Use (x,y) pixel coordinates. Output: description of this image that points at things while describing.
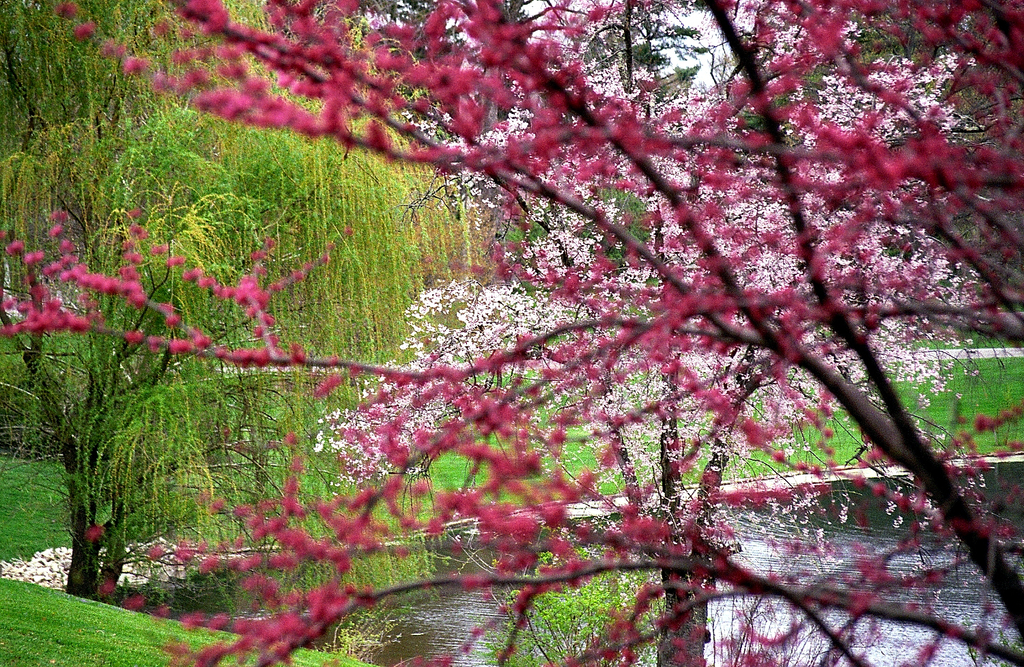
In this image we can see the water (705,644) and there are some trees (568,652), flowers (923,511) and grass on the ground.
